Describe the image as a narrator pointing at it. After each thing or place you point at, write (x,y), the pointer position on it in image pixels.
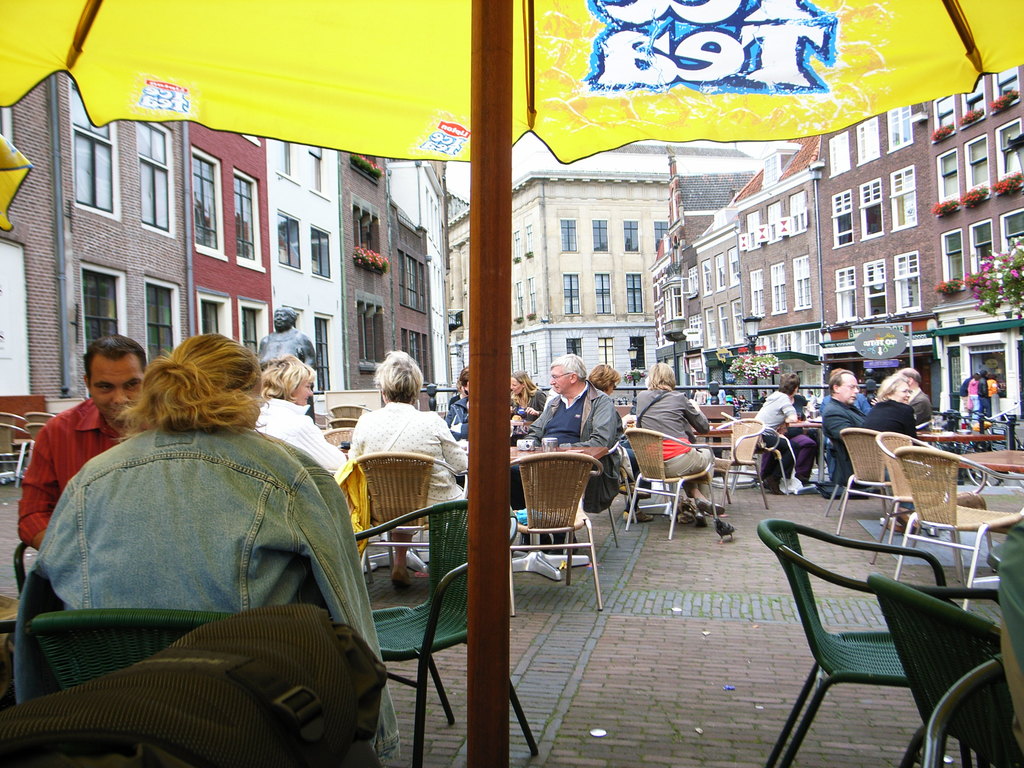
This is a picture taken in the outdoor, there are group of people (690,417) who are sitting on a chair (538,517). This is a pole (478,311). Background of this people (412,407) there is a buildings (633,266).
